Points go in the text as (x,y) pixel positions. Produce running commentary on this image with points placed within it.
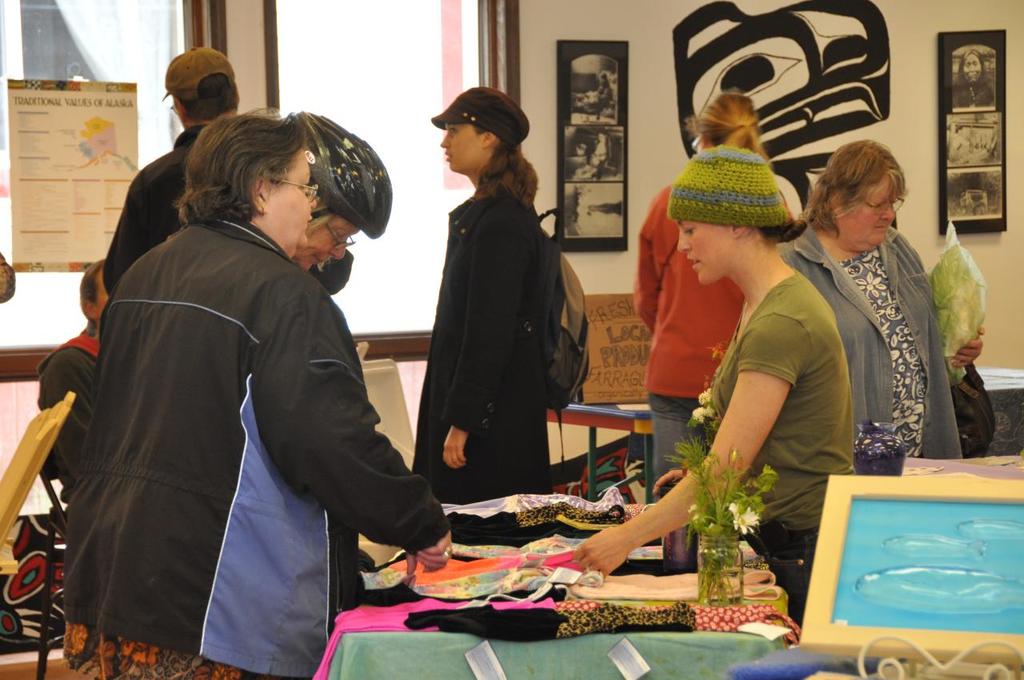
In this picture I can see few people (441,299) standing and few photo frames (619,171) on the wall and a poster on the glass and few clothes (444,602) on the table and a flower pot (717,559) and I can see few of them wore caps (454,113) on their heads (750,244) and a human (343,146) wore helmet (334,146) and a placard (619,372) with some text (618,370) on the table (596,405) and i can see a woman (515,335) wore a backpack (553,315) on her back (554,281) and another woman (921,378) holding a handbag (972,403) in her hand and I can see a picture frame (826,592) and a human (56,388) seated on the chair (48,527).
